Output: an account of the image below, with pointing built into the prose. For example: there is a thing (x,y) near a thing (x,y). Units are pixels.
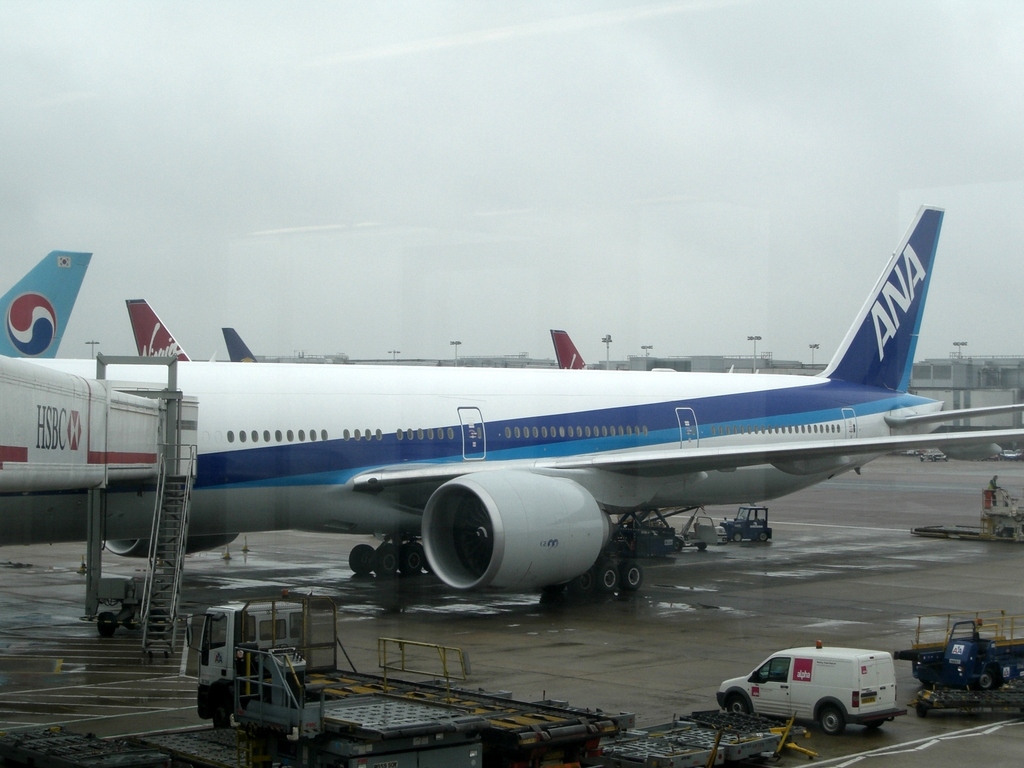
The picture is taken in an airport (365,635). In the foreground of the picture (534,709) there are vehicles (468,696). In the center of the picture (670,423) there are airplanes (500,399) and other vehicles (683,529). In the background (712,361) there are lights (754,361) and buildings (729,361). Sky (642,181) is cloudy.
